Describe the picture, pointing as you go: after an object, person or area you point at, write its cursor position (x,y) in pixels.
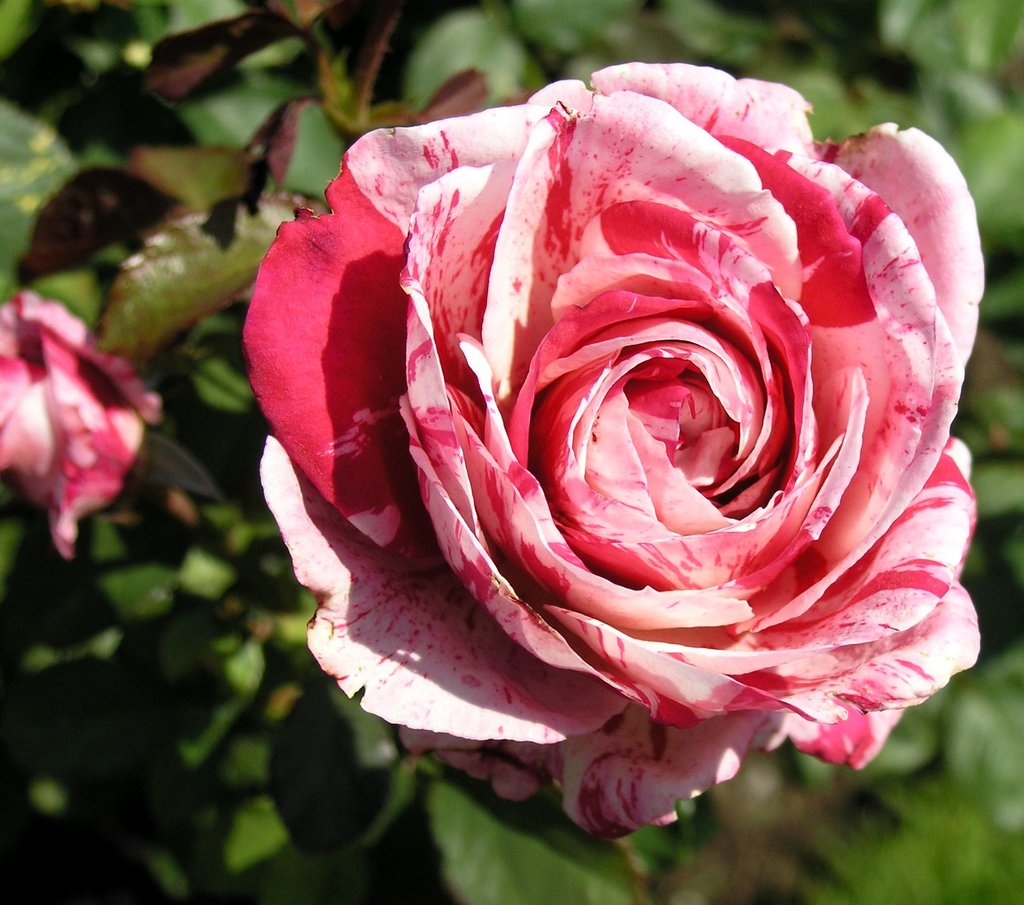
In this image there is a plant (436,421) with two flowers (384,350), and there is blur background (922,74).
